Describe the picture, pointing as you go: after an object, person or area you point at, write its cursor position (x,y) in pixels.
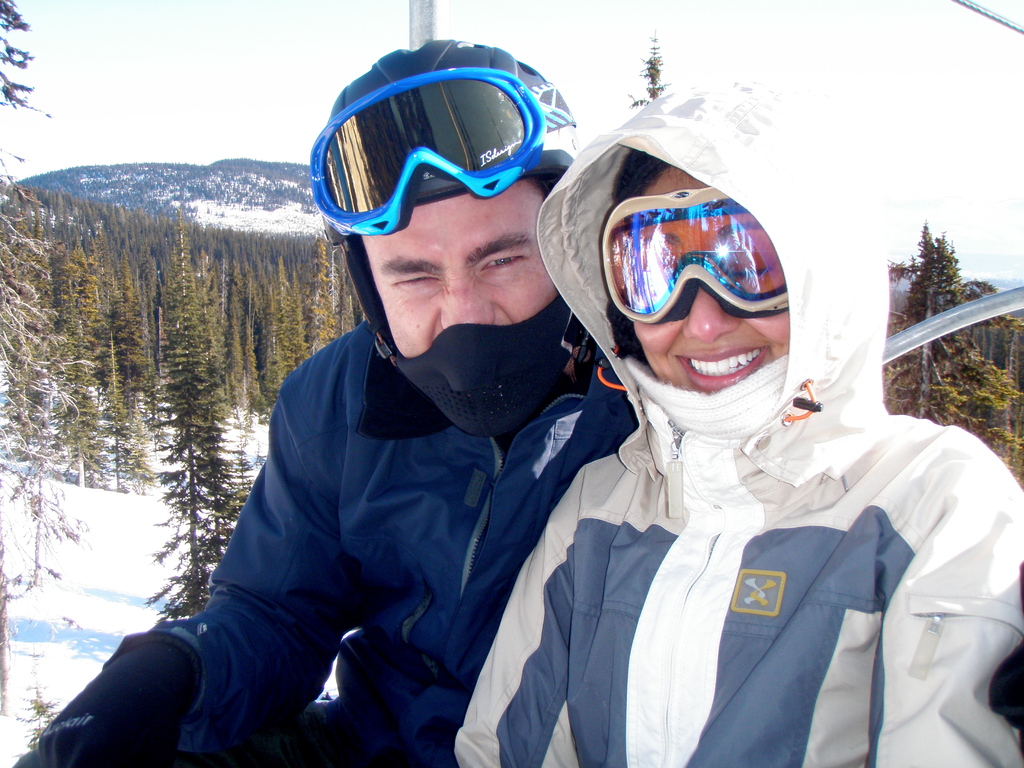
In the middle of the image (343,423) two persons (389,297) are sitting and smiling. Behind them there are some trees (37,244) and hills (96,186). At the bottom of the image (22,594) there is snow (16,646). At the top of the image (396,47) there is sky (292,49).
